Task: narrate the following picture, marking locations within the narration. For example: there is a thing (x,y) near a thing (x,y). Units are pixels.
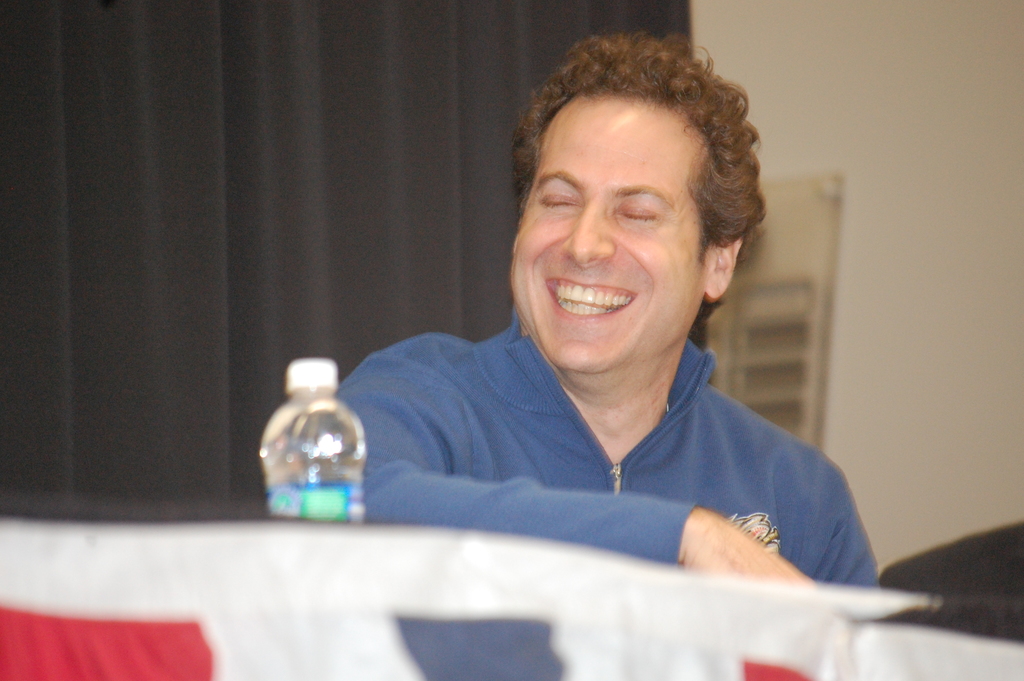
In this image I can see a man (520,265) and he is wearing a blue jacket (579,425), I can also see smile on his face (612,323). Here I can see a water bottle (299,437).
